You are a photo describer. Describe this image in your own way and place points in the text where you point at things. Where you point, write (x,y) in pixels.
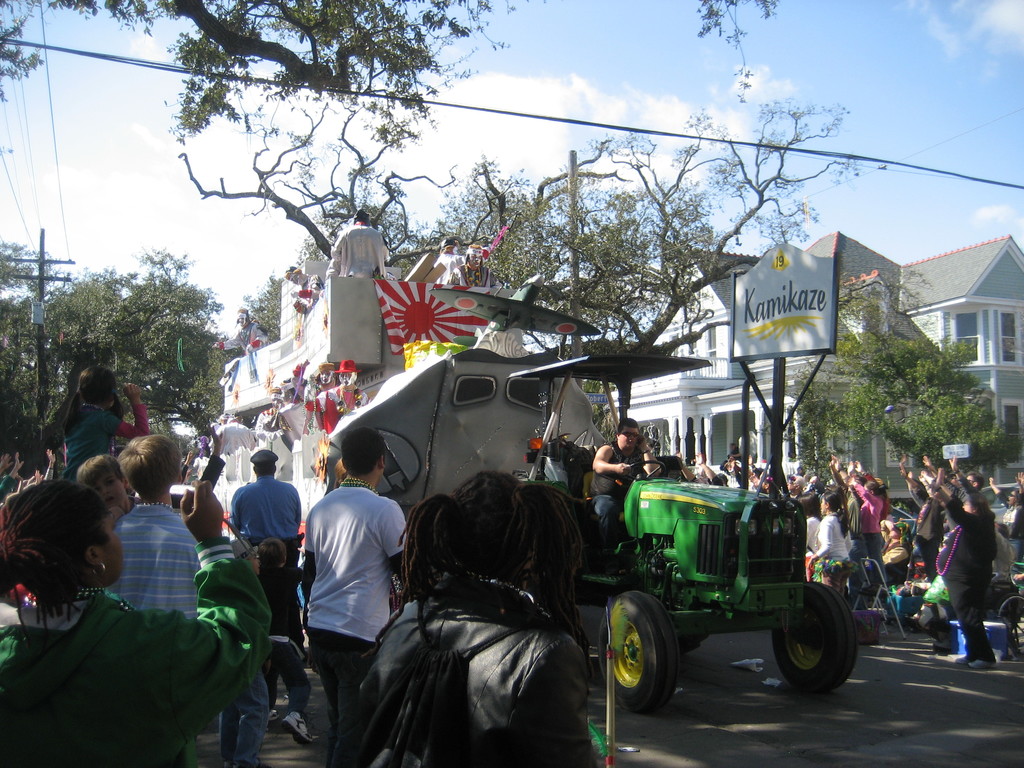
In the image there are many people (352,679) standing. In between them on the road (741,676) there is a vehicle (558,484) with a man (609,492) and at the back of the vehicle (558,484) there is an object (379,345) with toys (317,378) and few people (276,406). In the background (67,48) there are trees (739,226), pole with sign board (770,358) and there is an electrical pole (44,378) with wires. And also there are buildings (671,424) with walls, windows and roofs (978,255). At the top of the image (110,212) there is a sky (93,118).
